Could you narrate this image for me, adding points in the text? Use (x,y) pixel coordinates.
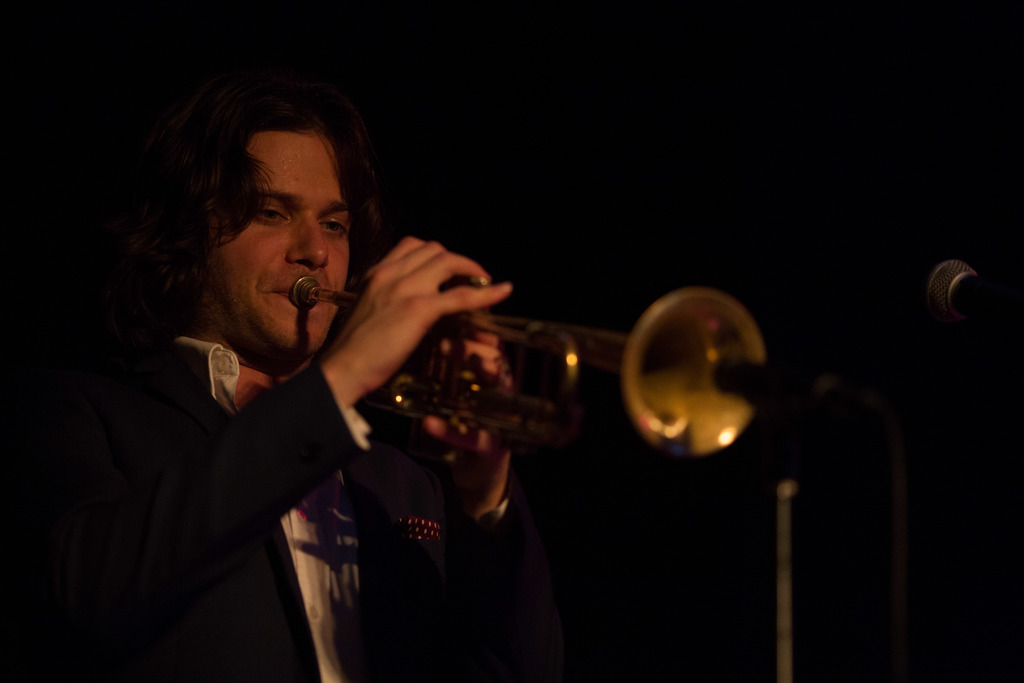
In the image there is a man (269,436), he is playing some music instrument (563,424).
